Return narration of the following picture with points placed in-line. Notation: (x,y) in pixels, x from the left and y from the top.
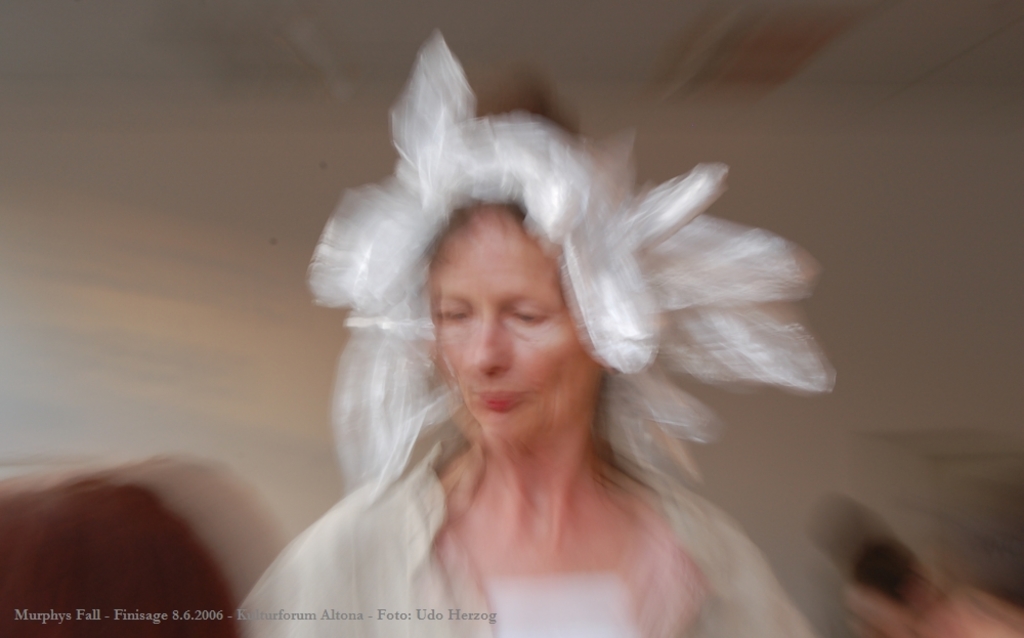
This image is a blur image. In the middle of the image (416,238) there is a woman (528,430). She has worn a hat (603,307).
